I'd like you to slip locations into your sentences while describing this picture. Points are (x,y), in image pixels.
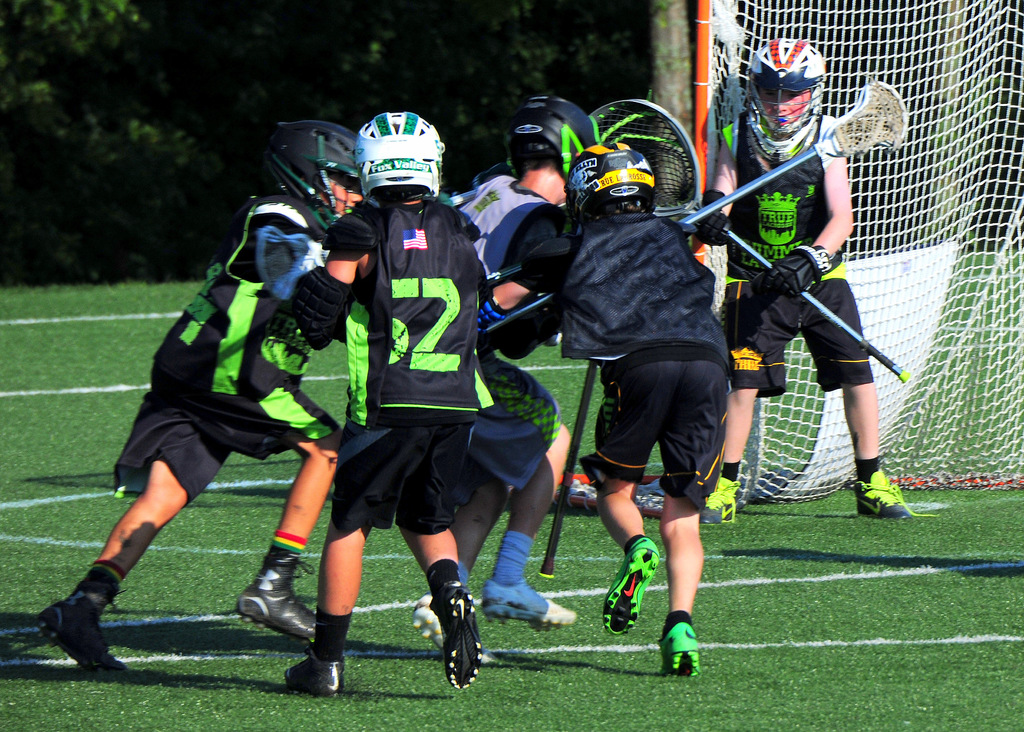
In this image we can see a few people (877,494) wearing sports dress (538,219) and playing on the ground (784,613) and there is a net (920,83). We can see a few people (498,337) holding objects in their hands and there are some trees (274,110) in the background (337,110).
